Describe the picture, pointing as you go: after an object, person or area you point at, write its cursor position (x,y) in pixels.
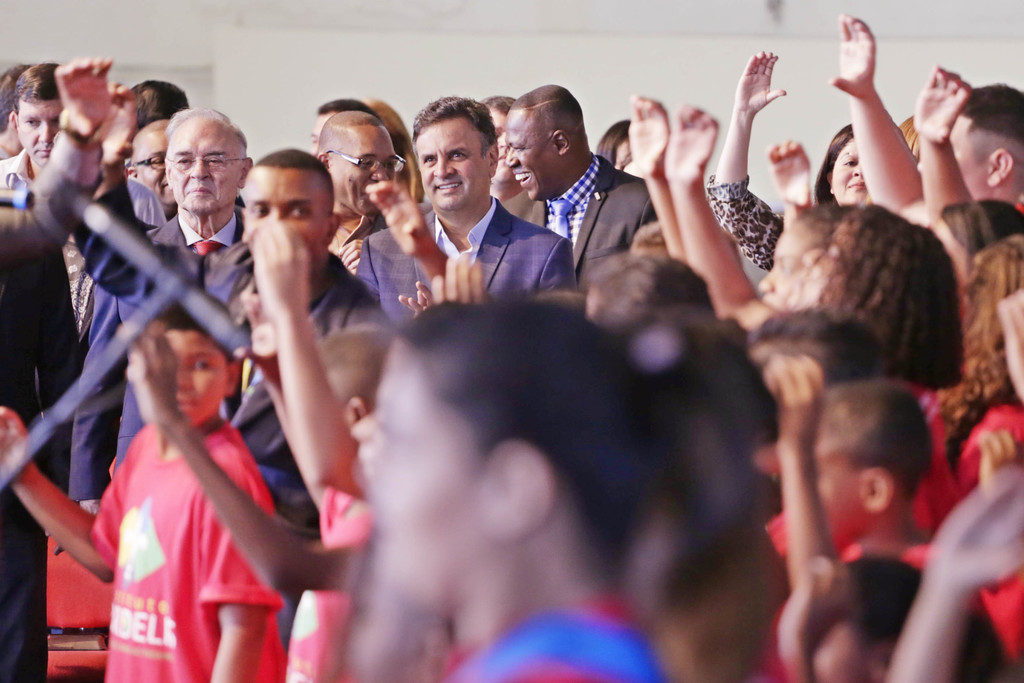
In this picture we can see a group of people (472,528) are standing and some of them are raising the hands (413,234). On the left side of the image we can see a mic (67,217) with stand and chair (95,660). At the top of the image (409,102) we can see the wall (547,62) and roof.
